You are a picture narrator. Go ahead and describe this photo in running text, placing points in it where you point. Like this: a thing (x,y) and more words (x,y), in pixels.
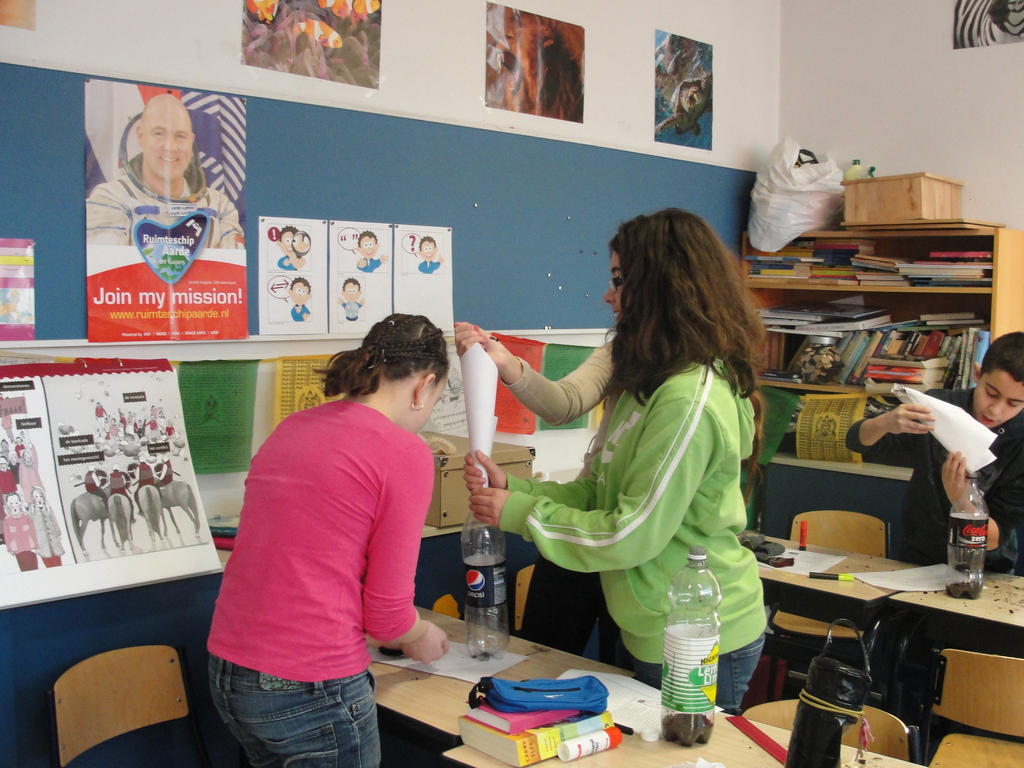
In this picture we can see four people (592,505) standing, three persons (559,528) standing in front of a table (532,644), we can see some bottles (500,569) on the table (543,660) and also we can see a handbag (545,698) and a book (574,722) on the table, in the background (232,191) we can see some charts (193,306) which are stick to wall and also we can see a cupboard (971,227), there are some bunch of books (904,265) which are placed on the rack (883,238).
